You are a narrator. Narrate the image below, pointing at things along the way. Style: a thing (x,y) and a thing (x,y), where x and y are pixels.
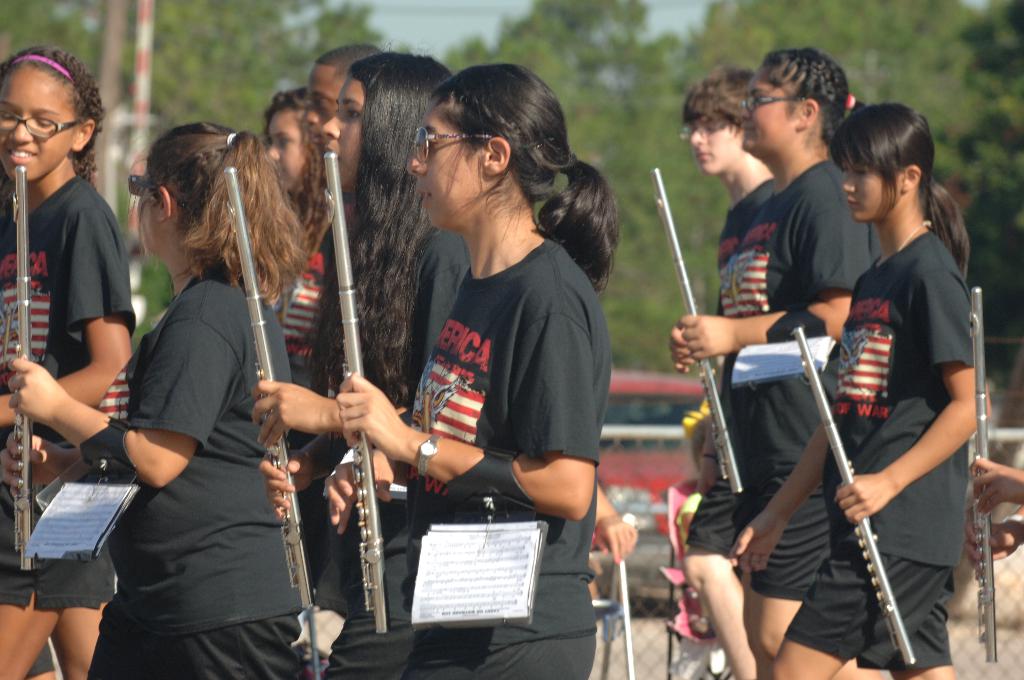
In this image I see women (192,220) and I see that all of them are wearing black dress (461,310) and I see that few of them are holding white musical instruments (989,615) in their hands (762,547) and I see a red color car (674,459) over here. In the background (156,34) I see the trees (599,103) and I see that there are 2 men (744,205).
